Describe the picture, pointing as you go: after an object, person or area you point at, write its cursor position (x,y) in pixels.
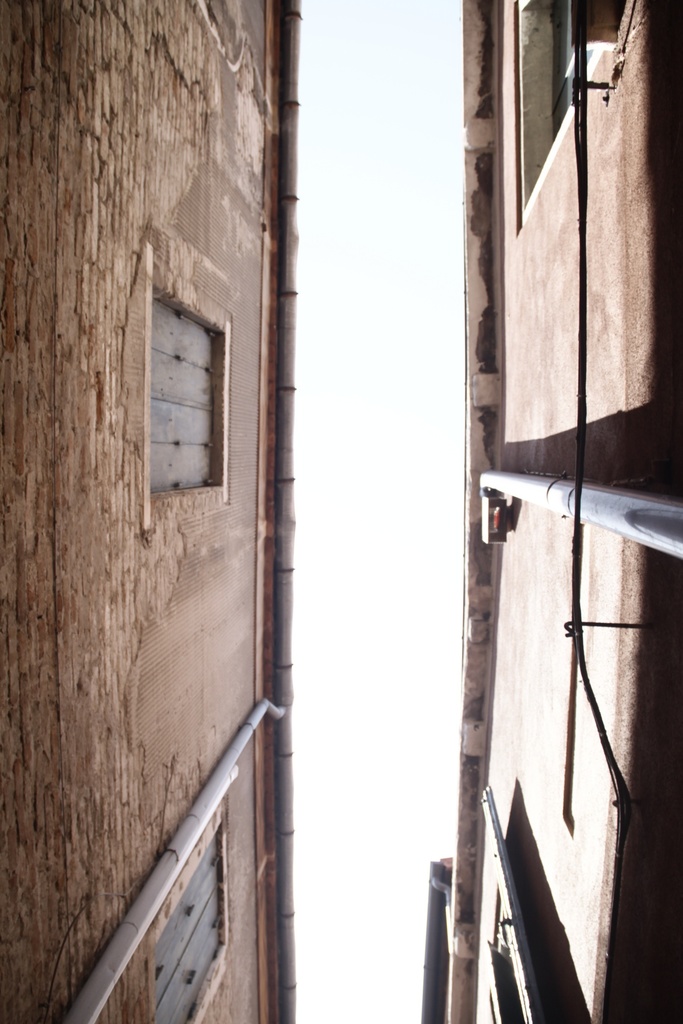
In this image we can see building walls (556,1005), windows (161,957), and pipes (681,527). In the middle of the buildings (499,204) we can see sky (362,652).
